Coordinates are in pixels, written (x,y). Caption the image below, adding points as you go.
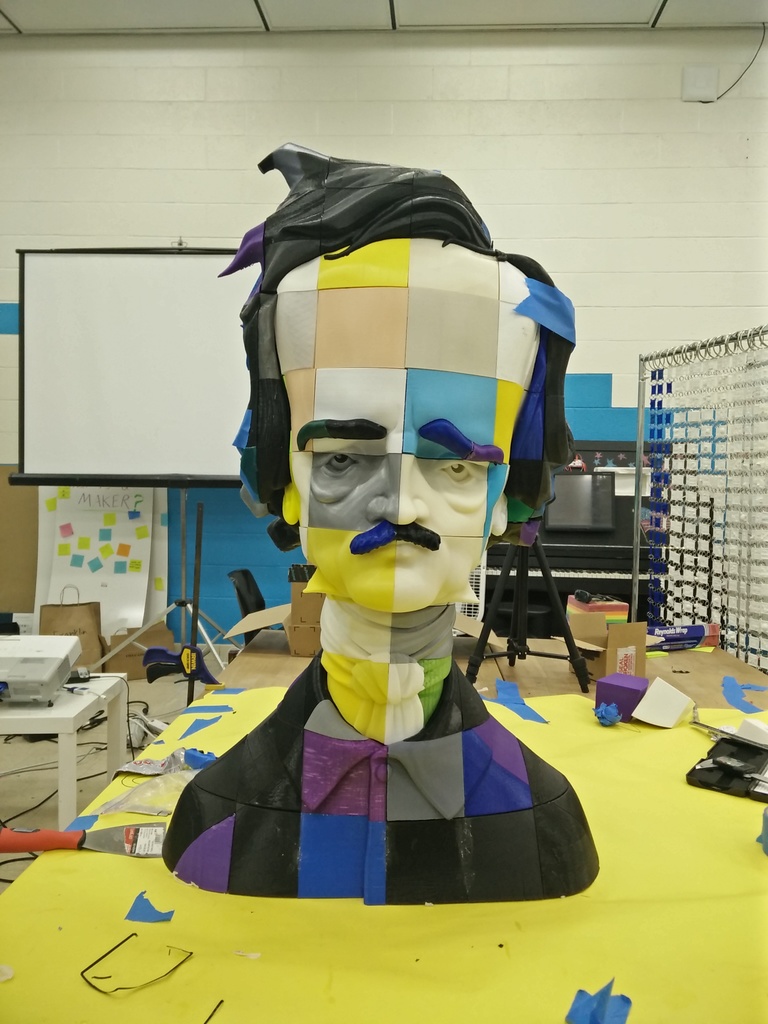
There is a sculpture (426,730) of a person (503,514) kept on a table (241,726) as we can see at the bottom of this image (357,770). It seems like it is made up with clay (377,553). There is a wall (602,360) in the background (217,138). There is a table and a white color board (100,431) and some other objects (99,546) are on the left side of this image (64,497).
